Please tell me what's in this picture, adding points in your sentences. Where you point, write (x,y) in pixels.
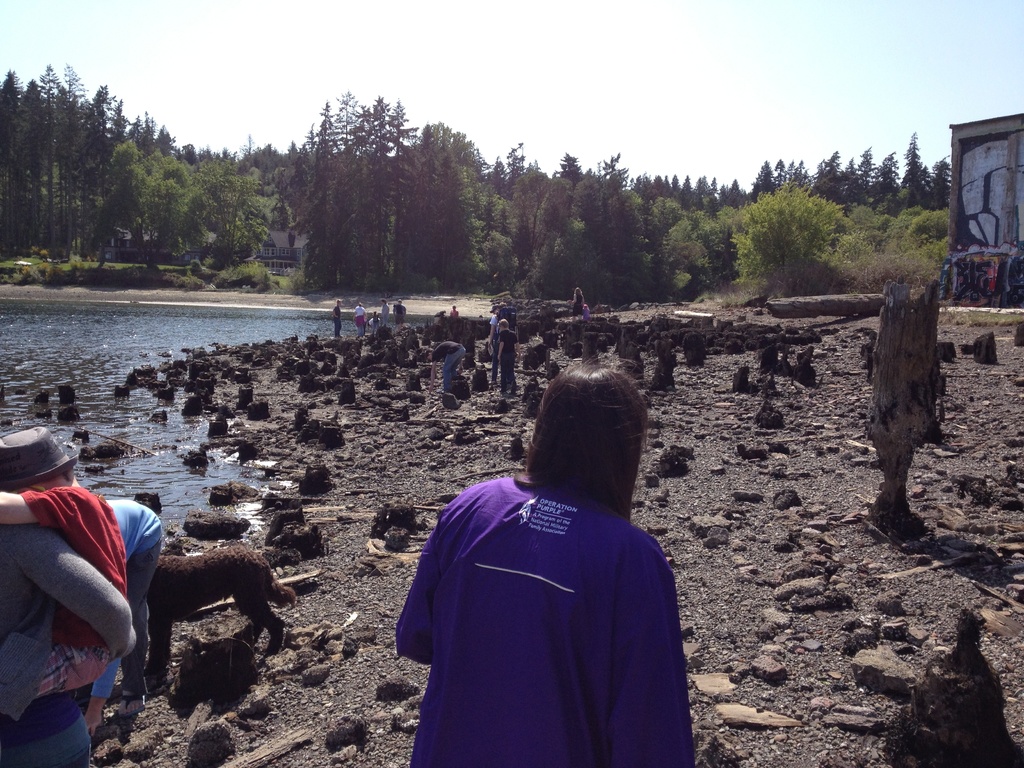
In this image there is a woman (523,585) standing on the ground (377,663). In front of her there are cut down tree pieces (624,347). At the top (553,42) there is sky (562,50). On the right side (977,178) there is a wall (980,182). In front of her there are trees (340,192). On the ground (339,542) there is sand (850,403) and stem pieces (913,338). On the left side (121,565) there are few other people (104,619) standing on the ground (115,719) and there is a lake (70,383) in front of them and also there is an animal (224,573) on the ground (351,682).
